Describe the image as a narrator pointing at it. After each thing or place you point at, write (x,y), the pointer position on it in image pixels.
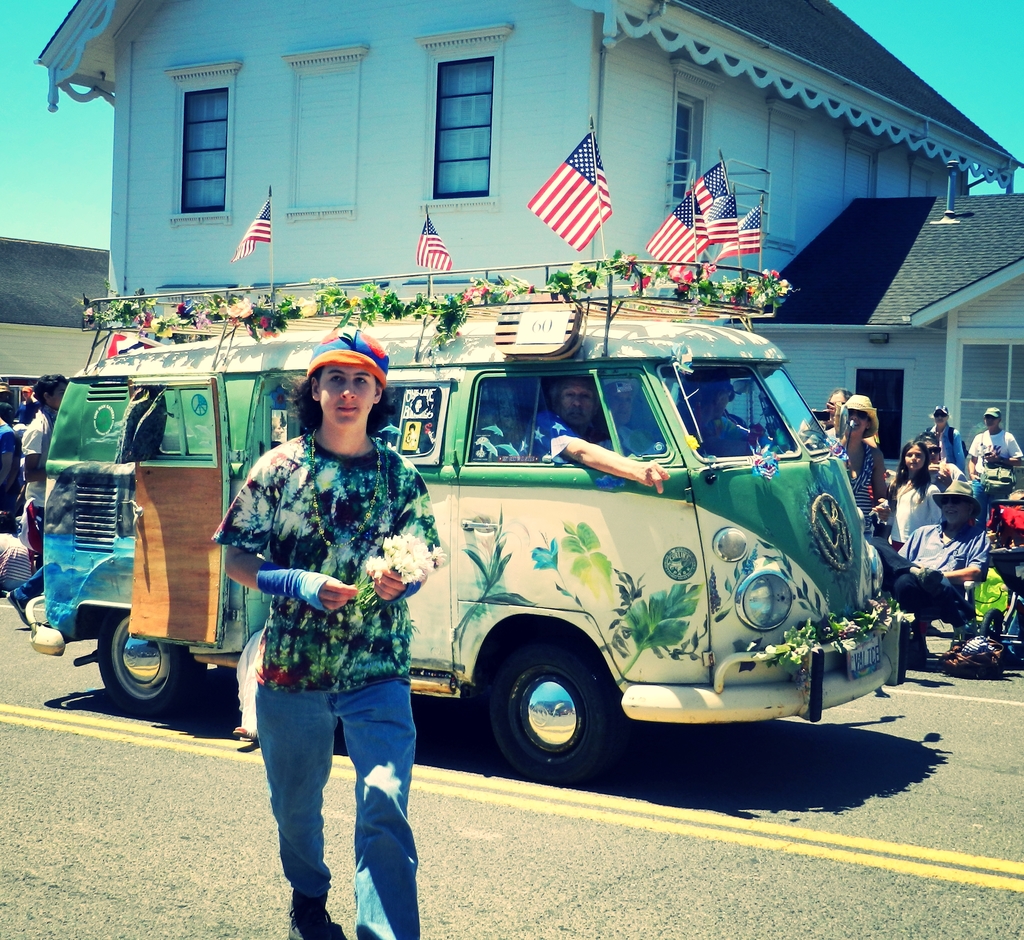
In this image i can see a man (358,670) is walking on a road (427,829). I can also see a vehicle (529,467) with few flags (678,258) on it. I can also see there are group of people (932,520) and a house (446,128).
